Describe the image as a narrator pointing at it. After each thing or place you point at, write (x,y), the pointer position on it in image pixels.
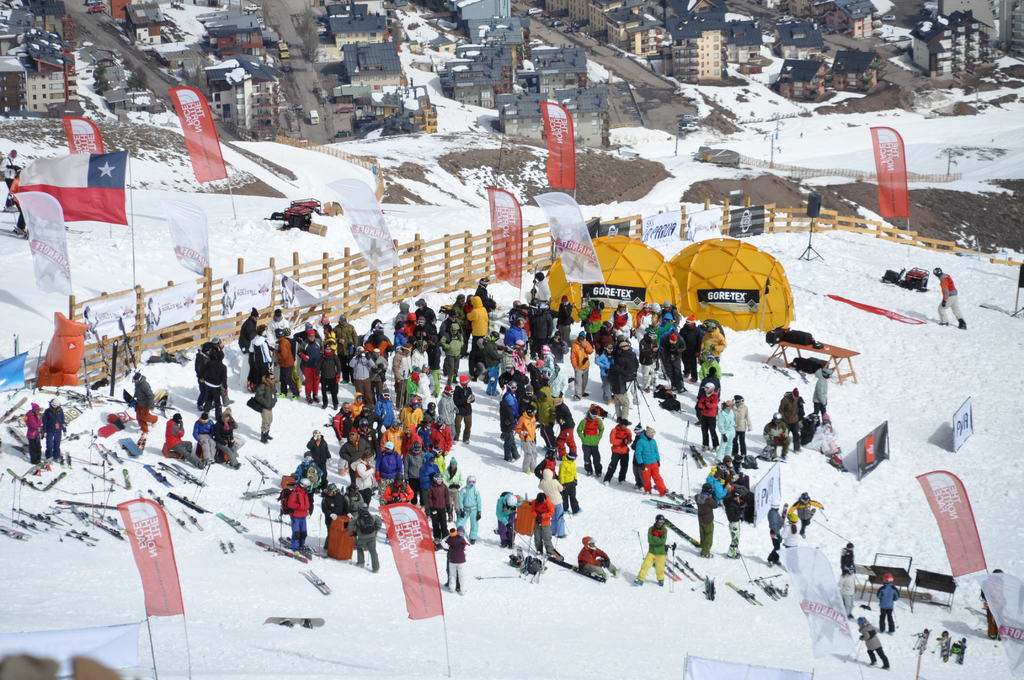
In this image there are a few people (720,489) standing and sitting on the surface of the snow (158,463) and a few (144,422) are skating, there is a wooden fence (140,314) on which there are some board (154,314) with some text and images (230,303) on it, there are a few flags (820,640), two camps (769,269) and a few objects (111,531) on the surface (910,503). In the background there are buildings (678,53).
